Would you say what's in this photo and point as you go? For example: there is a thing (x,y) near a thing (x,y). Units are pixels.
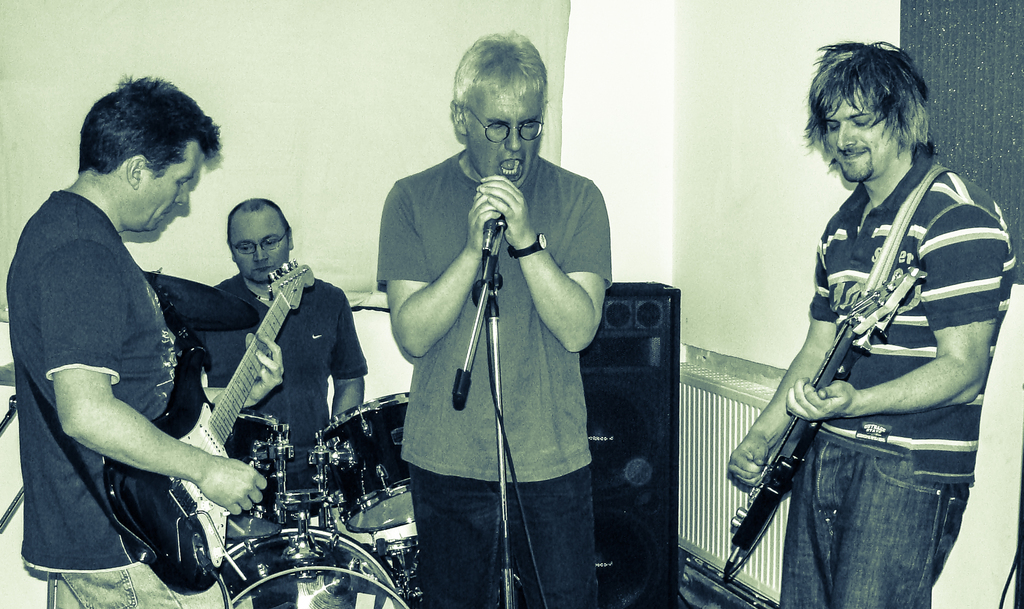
In this image there are four persons musicians (470,330) performing. At the right side (911,346) the man (897,346) is playing with musical instrument (786,453), in the center (534,302) man (537,300) is holding a mic (489,228) and is singing as we can see his mouth (514,169) open, at the left side (125,338) man (122,384) is holding a guitar (223,451) and playing it. In the background (259,450) there is a speaker (640,421) and musical instrument (320,461) and we can see a man (316,372) playing a musical instrument (348,466) which is in front of him, in the background (348,73) there is a curtain (412,67).
